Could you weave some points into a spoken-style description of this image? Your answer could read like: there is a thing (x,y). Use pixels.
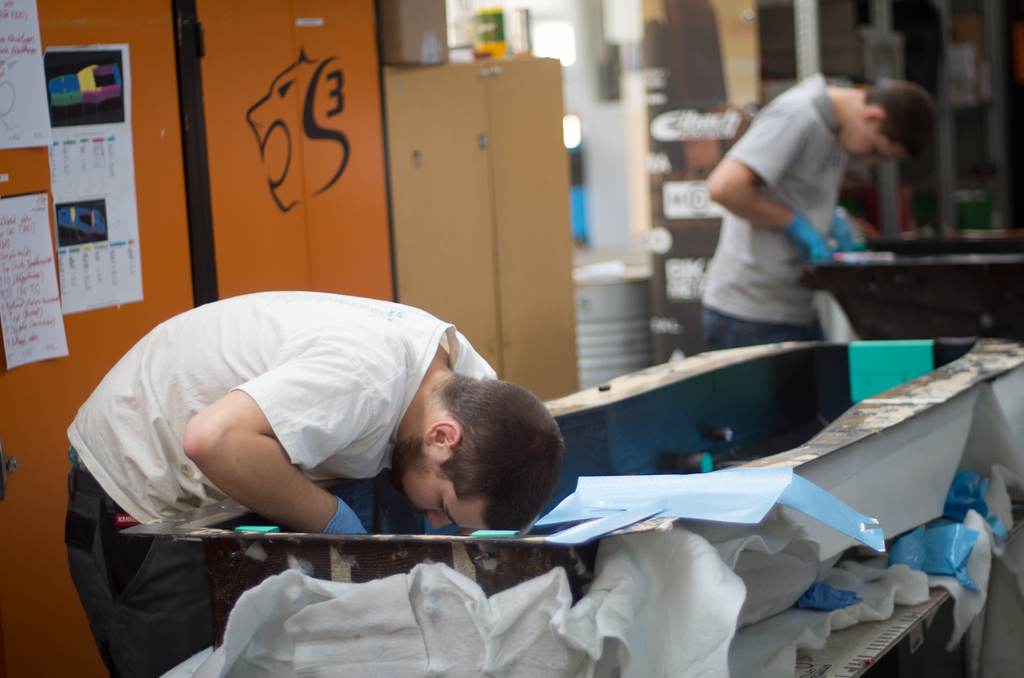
In this image there are two people (503,450) standing and doing some work, there are some objects (700,615) on the tables (895,629), and at the background (79,195) there are cupboards (533,61), papers (58,51) stick to the door (144,243).
